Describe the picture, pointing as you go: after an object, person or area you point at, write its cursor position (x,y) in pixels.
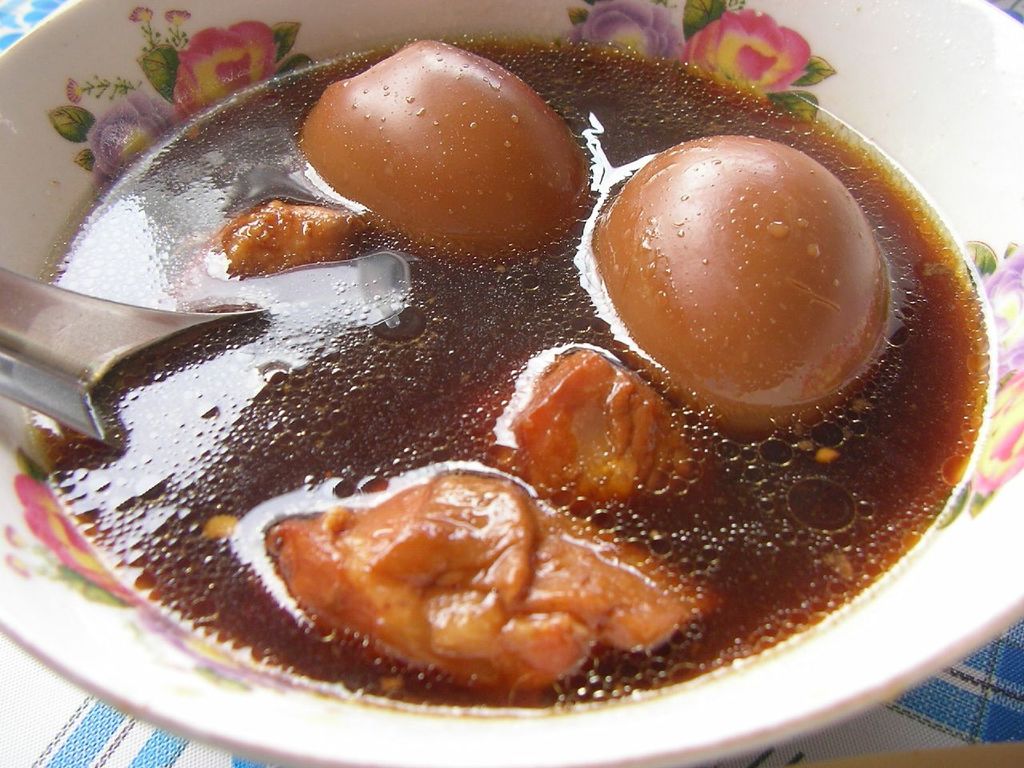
In this image, in the middle (647,500) there is a bowl (916,608) in that there are food items (326,353), spoon (25,395). At the bottom (864,742) there is a tablecloth (170,748).
